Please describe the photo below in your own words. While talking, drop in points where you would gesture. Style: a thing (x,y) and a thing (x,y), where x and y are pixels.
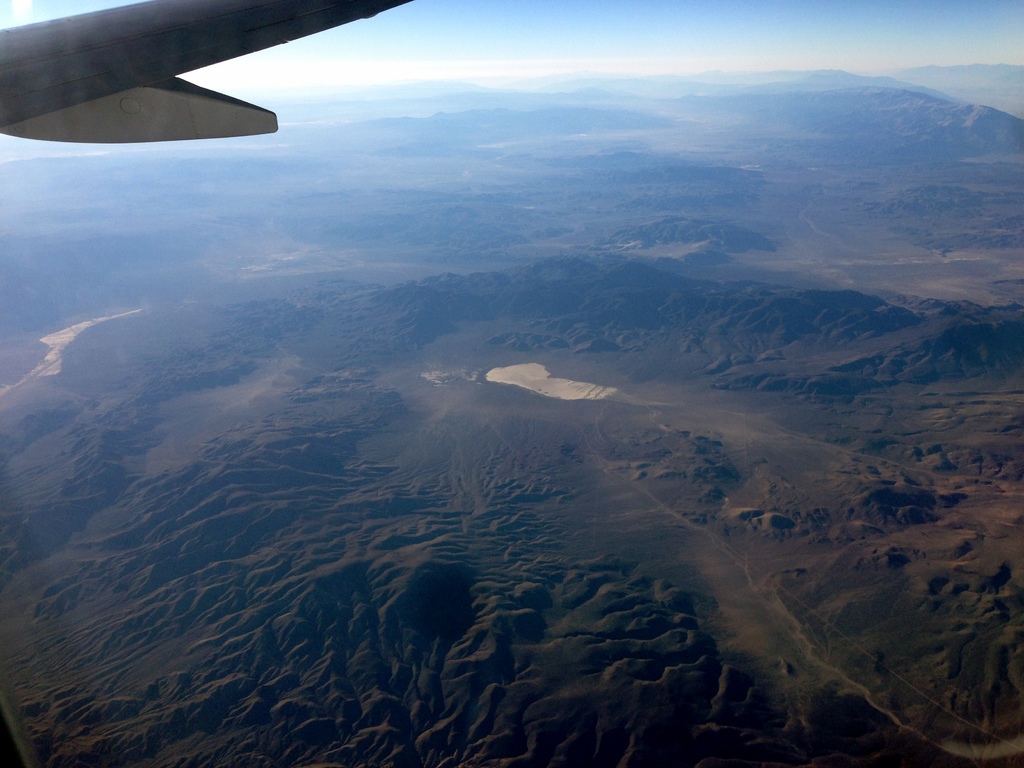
This picture is taken from the plane window (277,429). Through the window (301,116), we can see the plane wing (120,79) and hills (544,339).
